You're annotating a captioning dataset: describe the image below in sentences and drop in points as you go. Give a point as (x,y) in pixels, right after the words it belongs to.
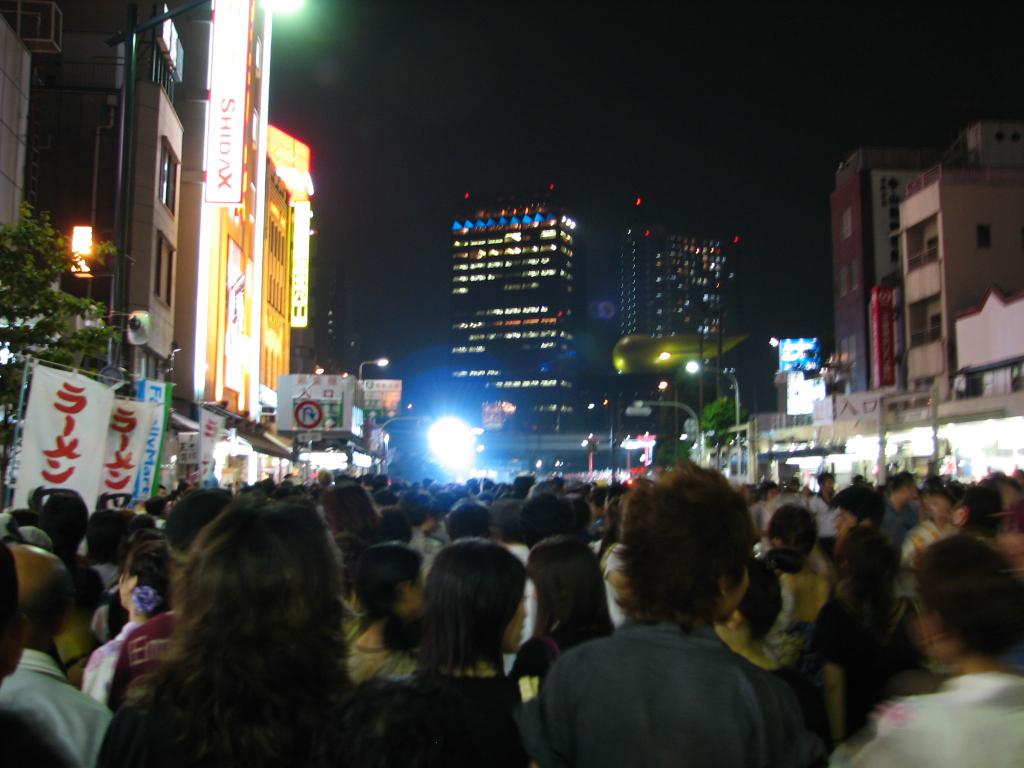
In the foreground (774,538) I can see a crowd (457,544) on the road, boards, trees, poles (388,435) and lights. In the background (462,282) I can see buildings (462,265) and the sky (611,180). This image is taken may be during night on the road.
